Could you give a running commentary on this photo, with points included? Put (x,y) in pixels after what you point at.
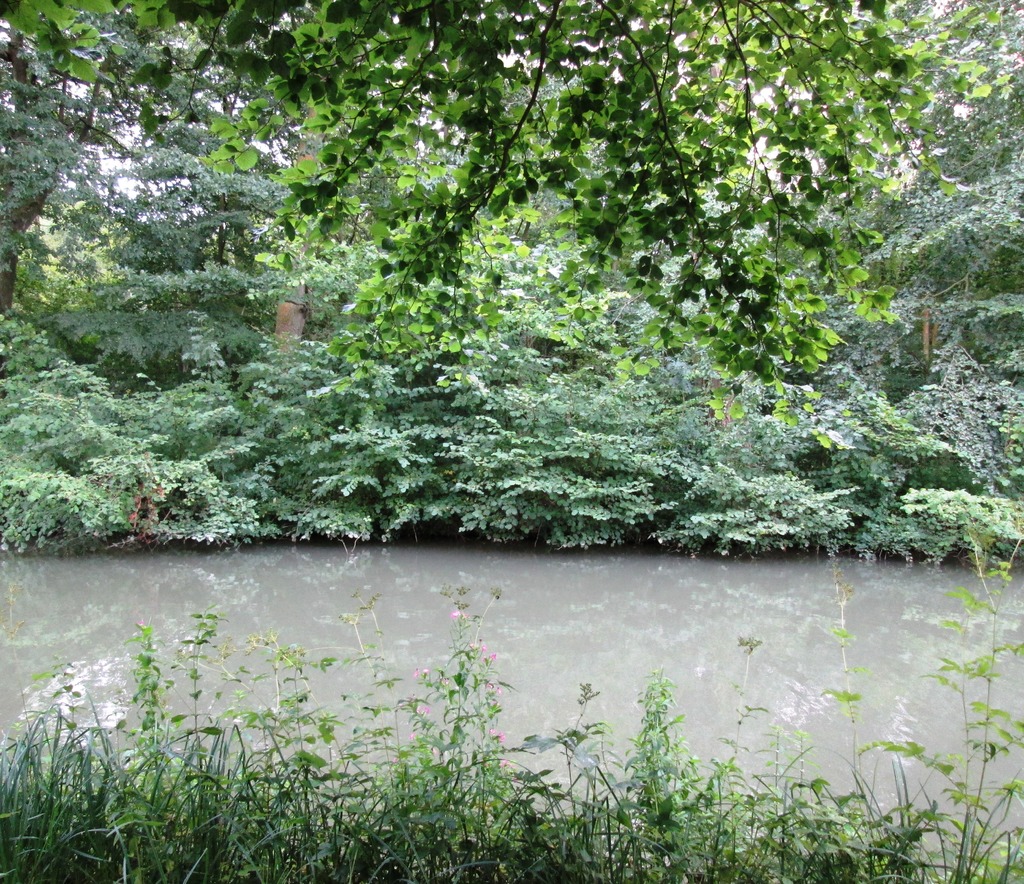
In this image, we can see some water (515,744). There are a few plants (982,489) and trees (982,489). Among them, we can see some plants (503,812) with flowers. We can also see the sky (119,184). We can see the reflection (340,559) of trees (174,15) in the water (486,580).
